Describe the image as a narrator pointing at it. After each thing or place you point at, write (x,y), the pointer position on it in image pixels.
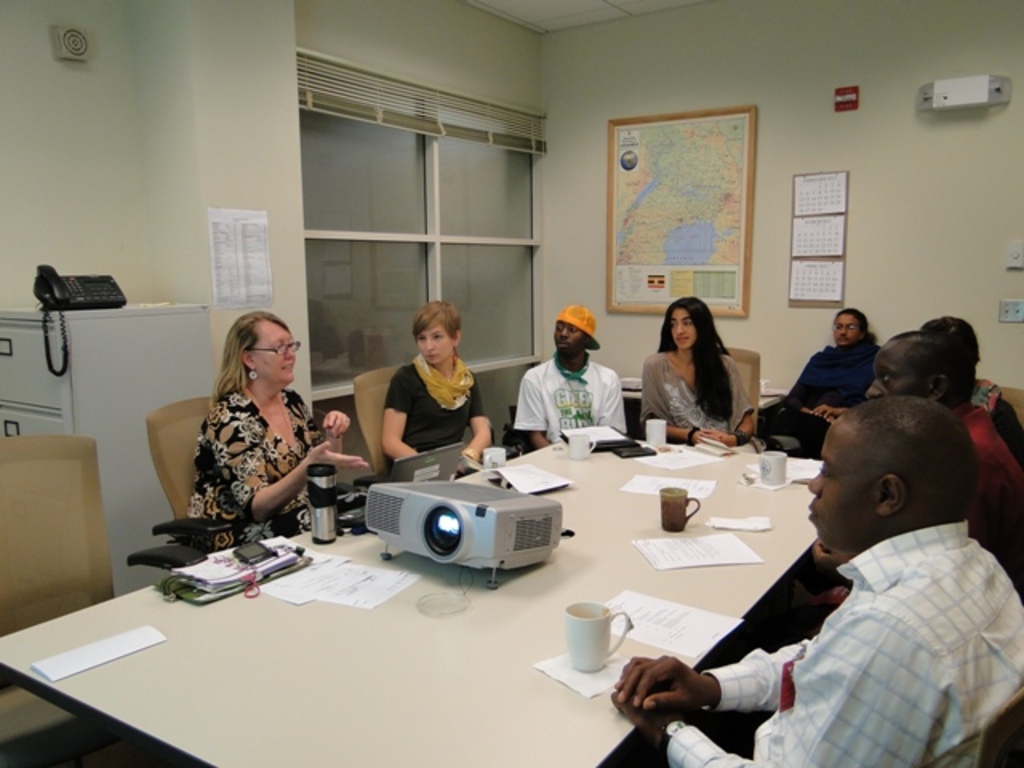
In this picture we can see a group of people (963,725) sitting on chairs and in front of them on the table (308,539) we can see cups (652,437), papers (646,540), projector (435,537) and in the background (83,300) we can see a cupboard (108,401), telephone (97,300), windows (464,230) with curtains (493,115), frame (621,127) on the wall (772,134).
